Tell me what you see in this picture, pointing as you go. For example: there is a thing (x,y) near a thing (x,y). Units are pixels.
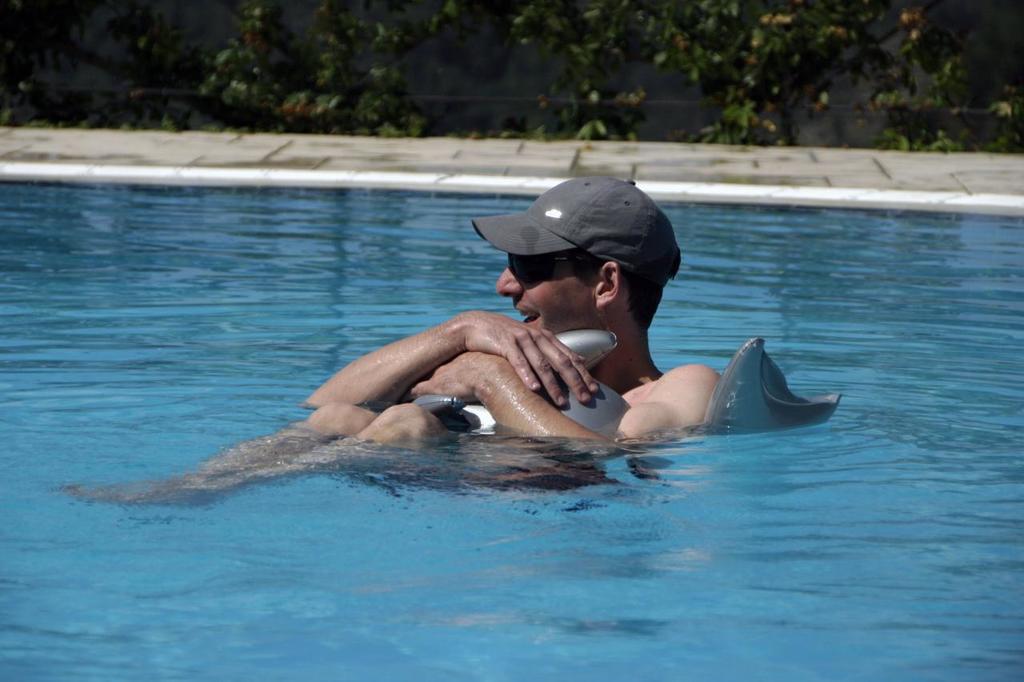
In this picture we can see a man (534,333) with the goggles (541,271) and a cap (567,214) and the man (560,240) is holding an inflatable tube (436,408) and the man (502,385) is in the water (393,467). Behind the man (517,285) there is a path (275,164) and trees (667,59).
